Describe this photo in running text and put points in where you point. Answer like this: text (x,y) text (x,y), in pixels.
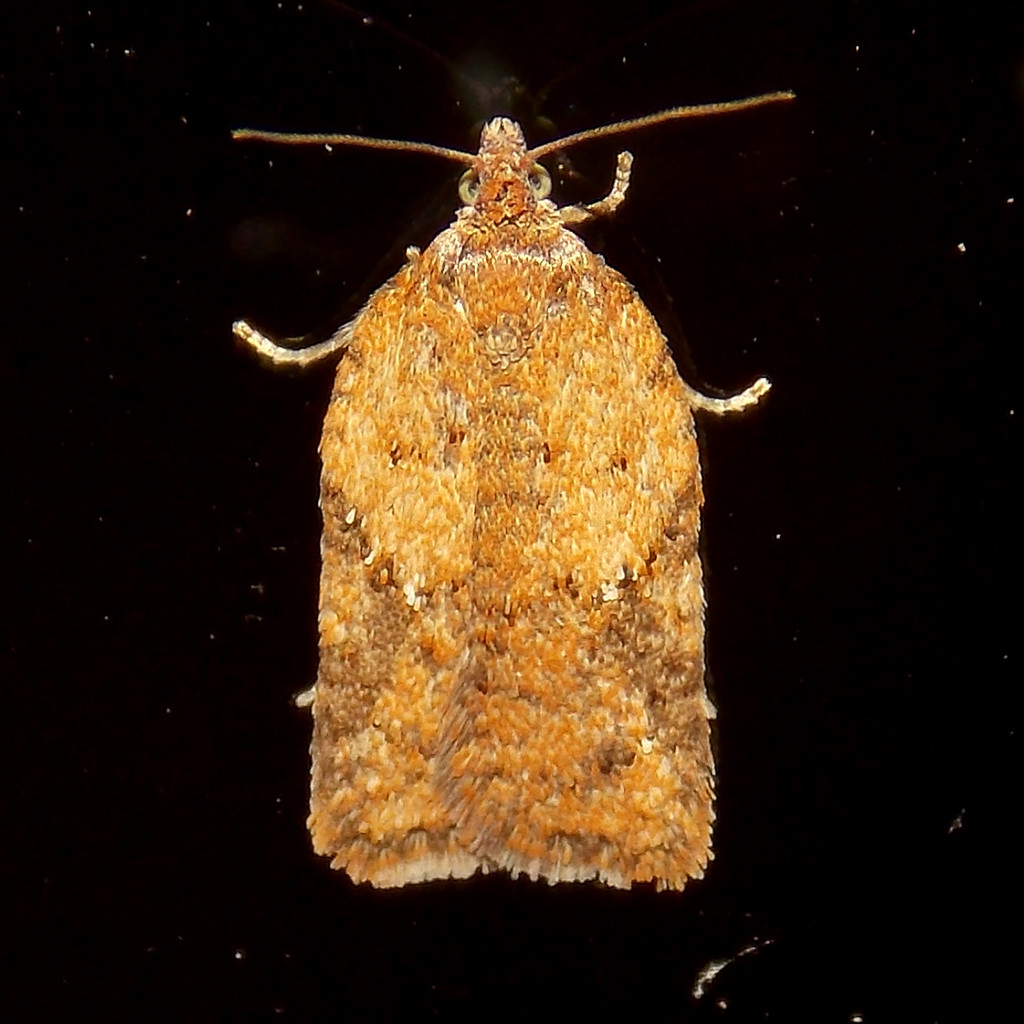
In this picture there is an insect (395,490) on a black surface (274,318).
